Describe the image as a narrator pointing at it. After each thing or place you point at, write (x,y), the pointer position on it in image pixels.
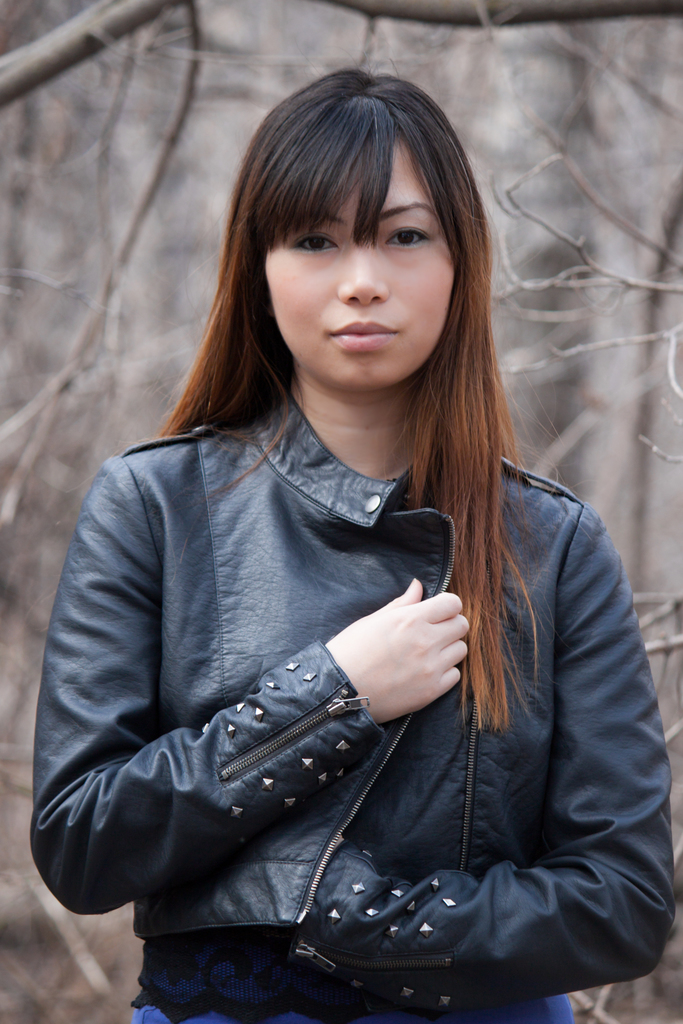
A beautiful woman (308,779) is in the middle (394,651). She wore a black color coat (287,604) behind her these are the dried sticks (181,124).
